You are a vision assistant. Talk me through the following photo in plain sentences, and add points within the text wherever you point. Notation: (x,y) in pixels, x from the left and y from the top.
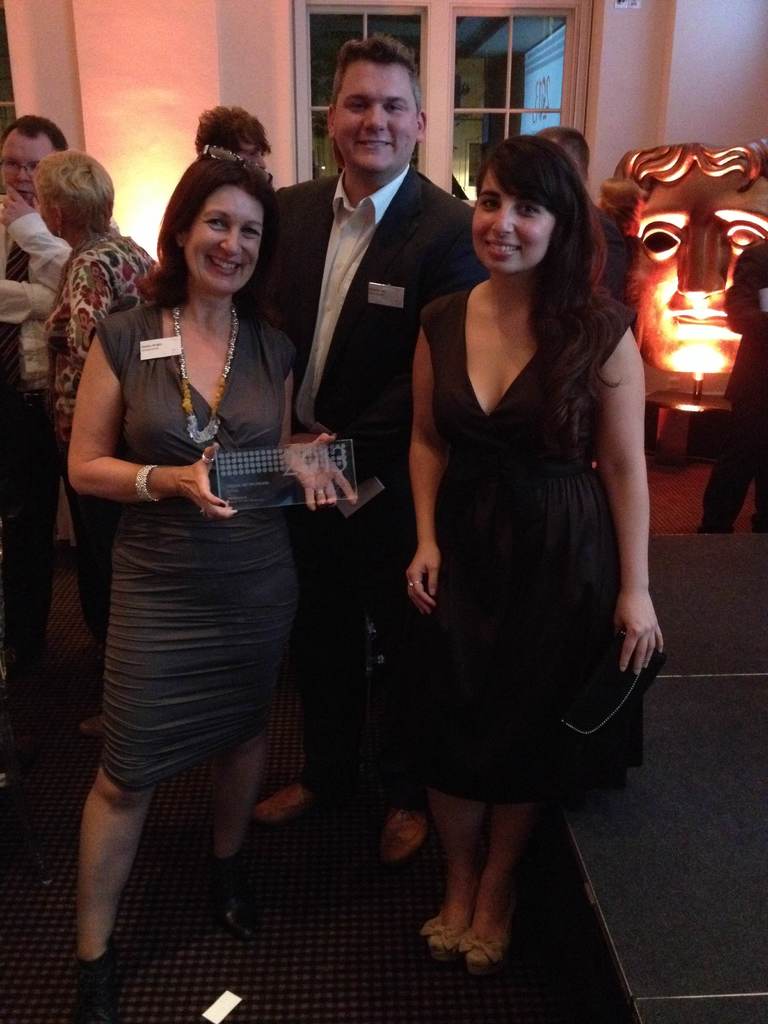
In this image we can see there are three people (394,354) posing for a picture, two (564,769) among them are holding objects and behind them there are people (65,344), a sculpture (704,302) and a light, in the background (286,93) we can see the wall (718,98) and the window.
